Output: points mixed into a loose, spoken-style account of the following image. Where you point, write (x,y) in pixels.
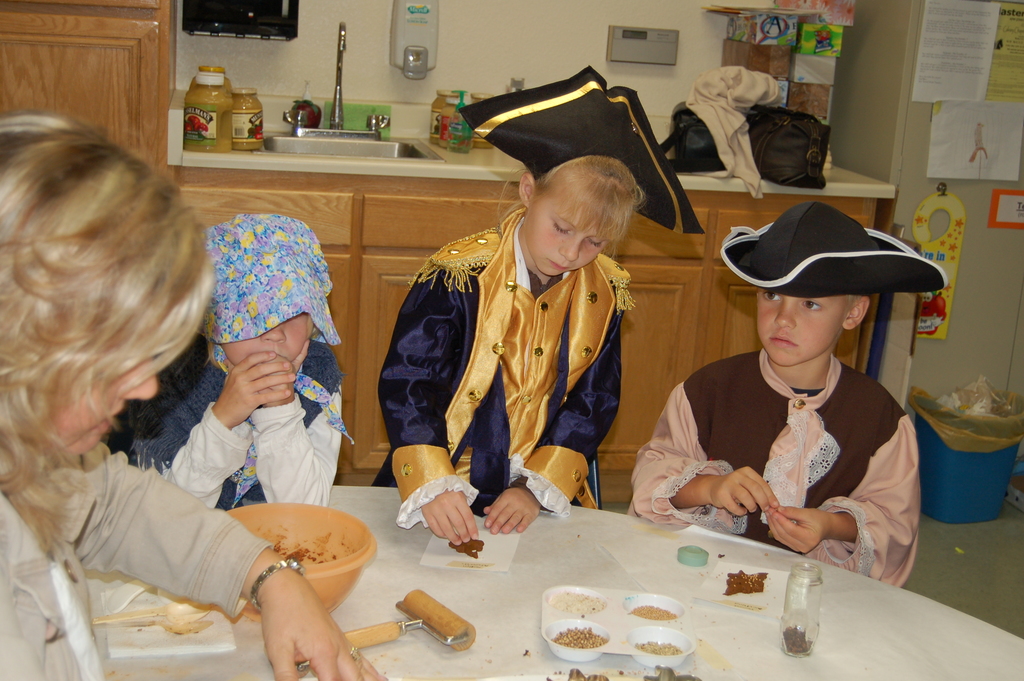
In this image I can see there few persons (69,403) visible in front of the table (417,573), on the table (434,579) I can see bowl (365,553) and food item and tissue paper (716,574) and roller (462,640) kept on it and at the top (285,157) I can see kitchen cabinet (225,182), at the cabinet (169,125) I can see sink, sanitizer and carry bag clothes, boxes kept on it. on the right side (961,497) I can see a blue color container (966,484).
